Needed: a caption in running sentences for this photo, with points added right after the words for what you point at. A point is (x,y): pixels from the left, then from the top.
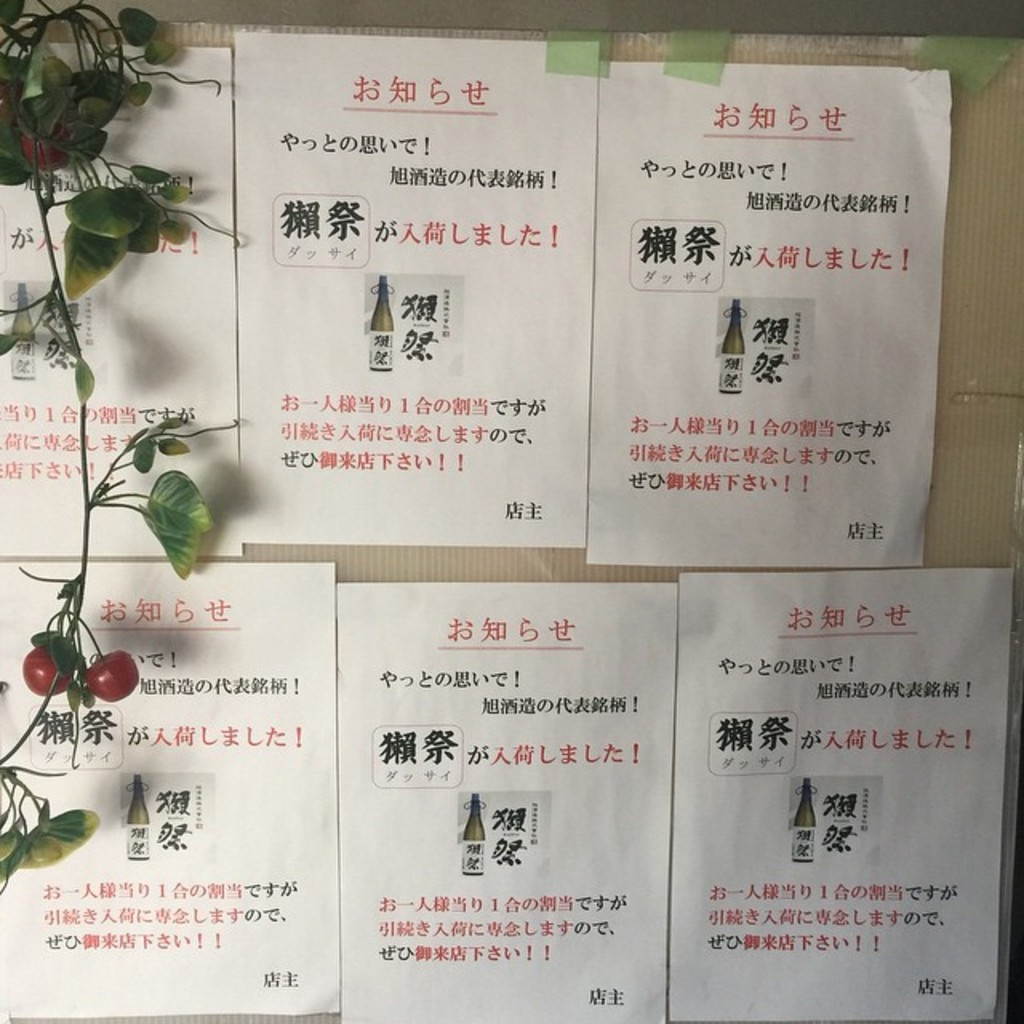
In this image there are papers (245,239) stuck on a board (955,383). There are images (737,368) of bottles (384,347) and text (454,427) on the papers (454,880). To the left (53,269) there is a stem (68,328) of a plant (27,795). To the stem (78,714) there are leaves (89,125) and fruits (44,664).
